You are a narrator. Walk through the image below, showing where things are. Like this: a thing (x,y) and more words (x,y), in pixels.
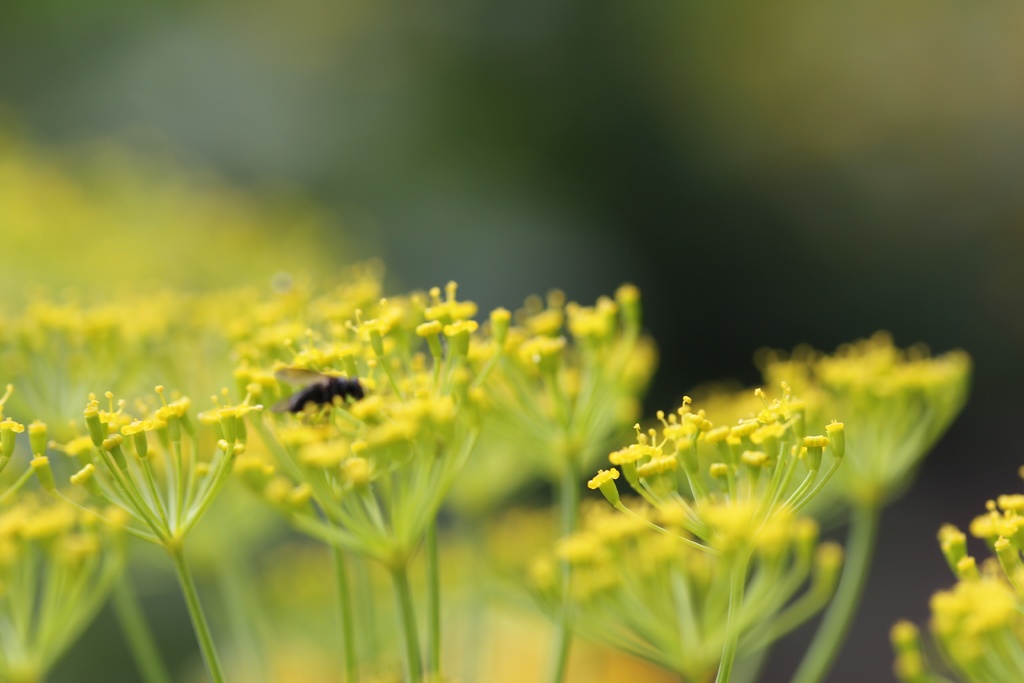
In the center of the image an insect (341,383) is there. At the bottom of the image (394,568) we can see flowers (431,440), plants (410,413). In the background (452,242) the image is blur.
